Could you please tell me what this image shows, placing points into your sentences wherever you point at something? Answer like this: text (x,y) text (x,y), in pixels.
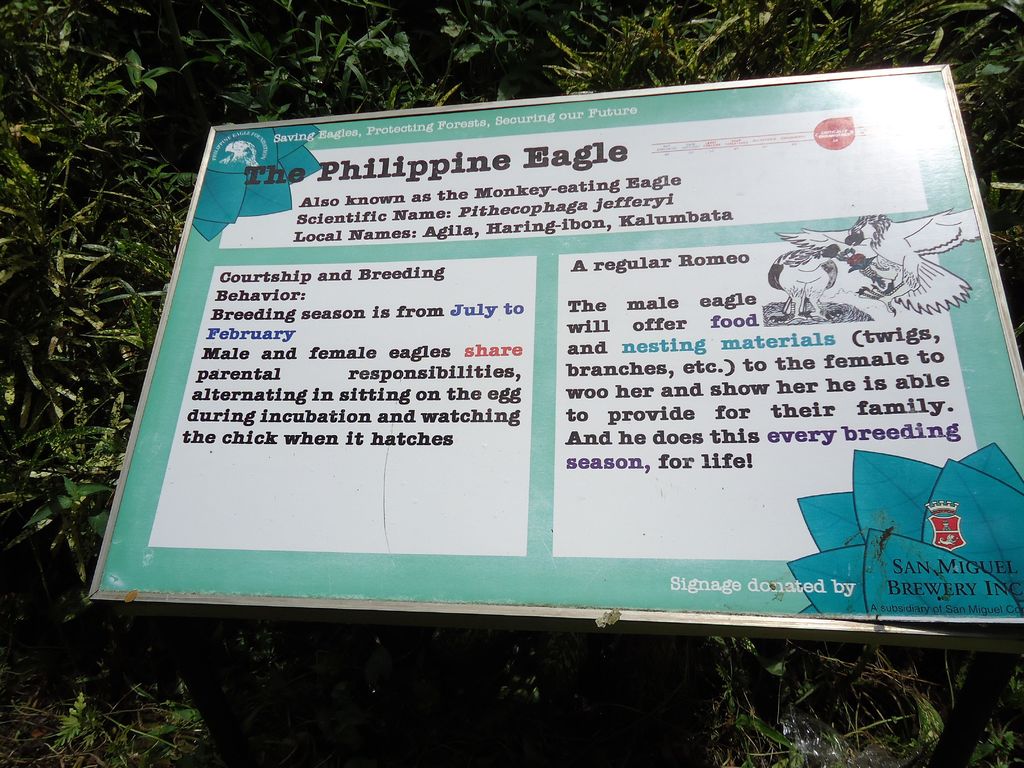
In this picture I see the plants (115,203) and on it I see a board (853,149) on which there is something written and on the right side of the board (851,225) I see the depiction of birds (844,254).
